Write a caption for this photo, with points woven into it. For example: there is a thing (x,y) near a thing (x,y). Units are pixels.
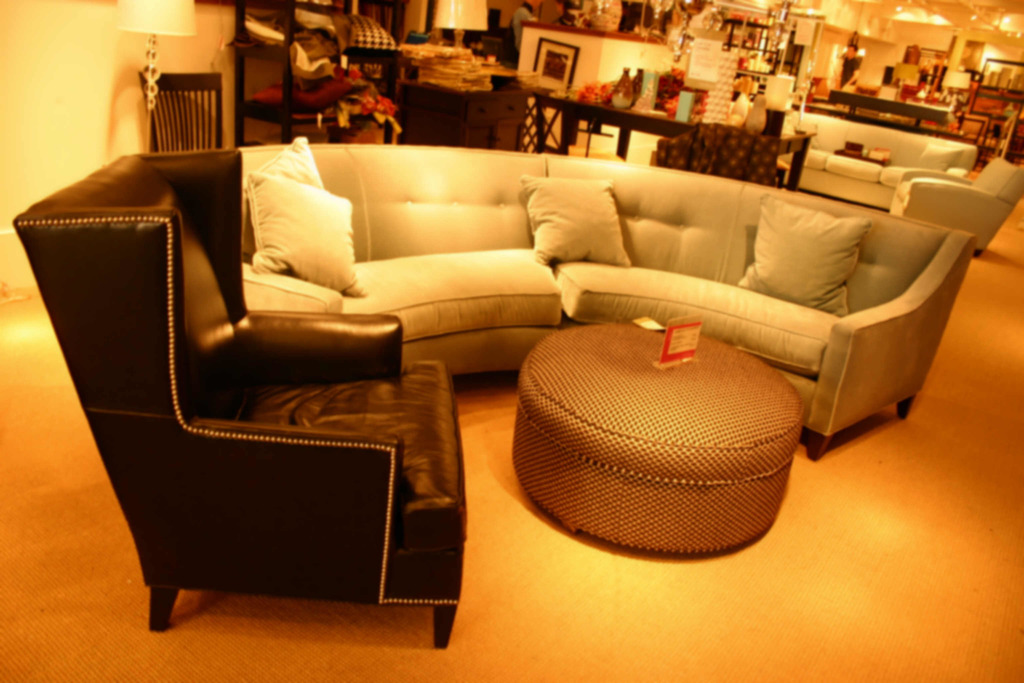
This is looking like a hall (979,439). Here I can see many couches (885,224) and chairs (433,377) on the floor (793,571) and also there are some tables (633,118). On the table (672,127) I can see few bottles (635,91), boxes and some other objects (756,103). On the top of the image (317,69) there is a rack (287,109) in which few clothes (323,82) and some objects (362,103) are placed. On the both sides of this rack (241,70) I can see the lamps (450,25). In the background (69,59) there is a wall (62,83). On the right top of the image (936,20) there are some lights (1007,17).
